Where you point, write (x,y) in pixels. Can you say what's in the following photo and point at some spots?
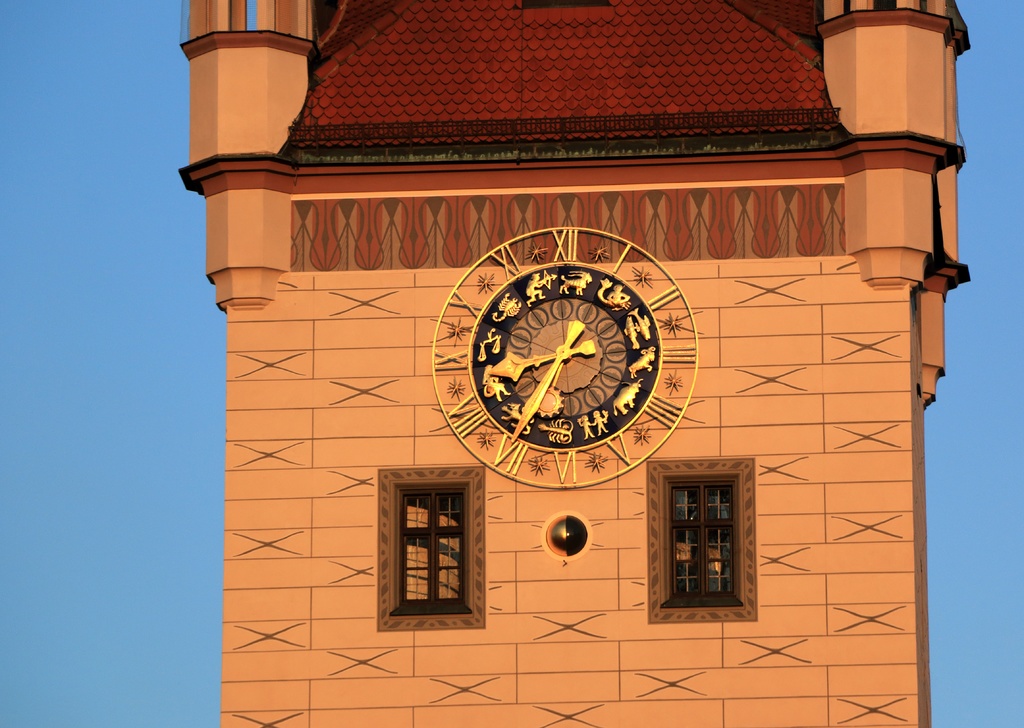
In this picture I can see a clock (576,413) and a building (616,557). Here I can see two windows (715,487). The background of the image (190,680) is blue in color.
